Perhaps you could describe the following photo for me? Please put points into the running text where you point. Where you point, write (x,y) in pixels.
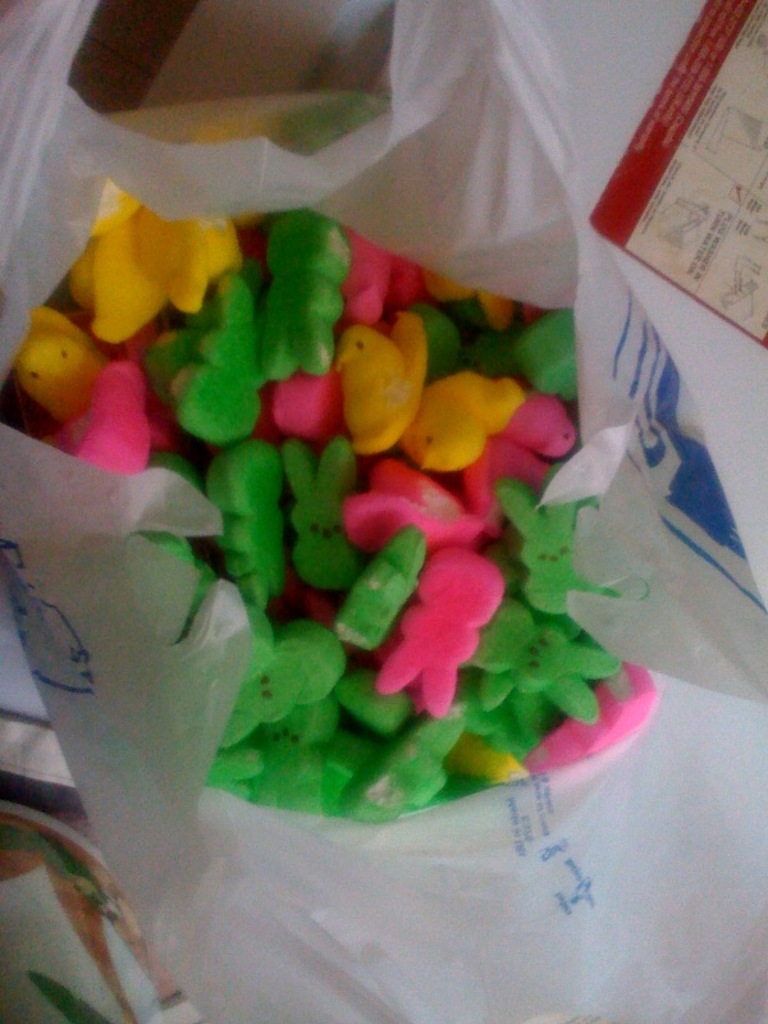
In the image we can see there is a plastic cover (675,547) in which the candies (209,278) are kept which are in shape of rabbit and duck. The rabbit shaped candies (280,303) are in green and pink colour where as the duck shaped candies (406,398) are in yellow and pink colour.
